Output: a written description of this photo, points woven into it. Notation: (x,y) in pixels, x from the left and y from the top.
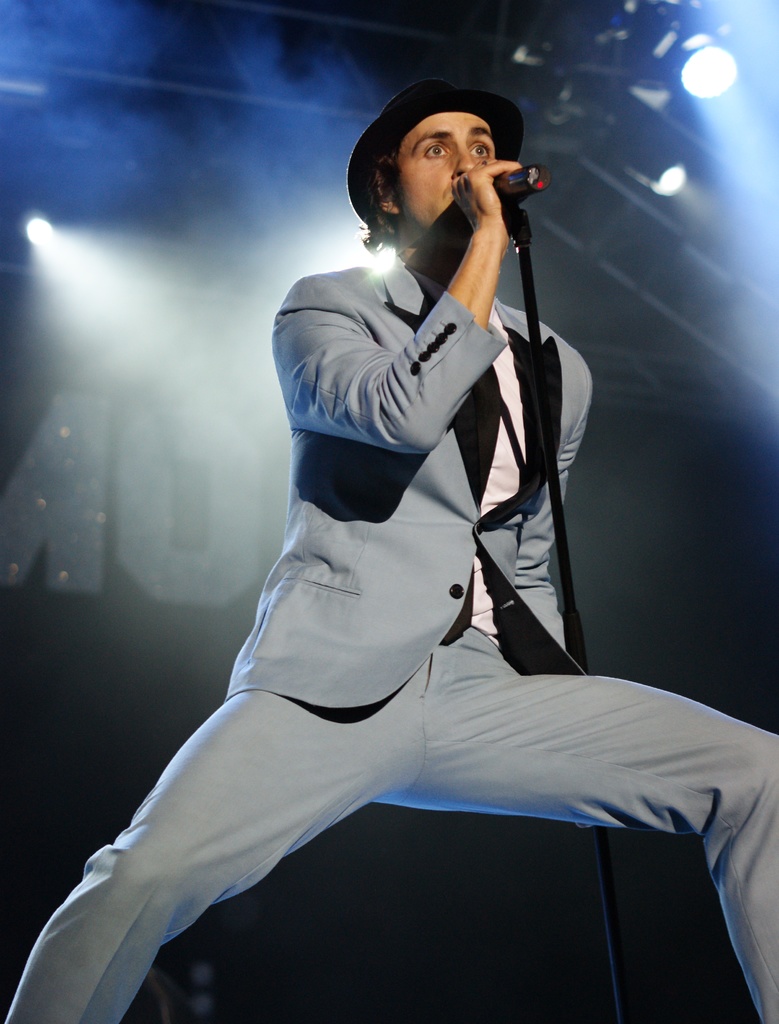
In this image there is a person (286,347) singing on a mike (531,313). He is wearing a grey blazer (371,524), grey trousers (264,722) and a black hat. In the background (694,73) there are some lights (696,63).
